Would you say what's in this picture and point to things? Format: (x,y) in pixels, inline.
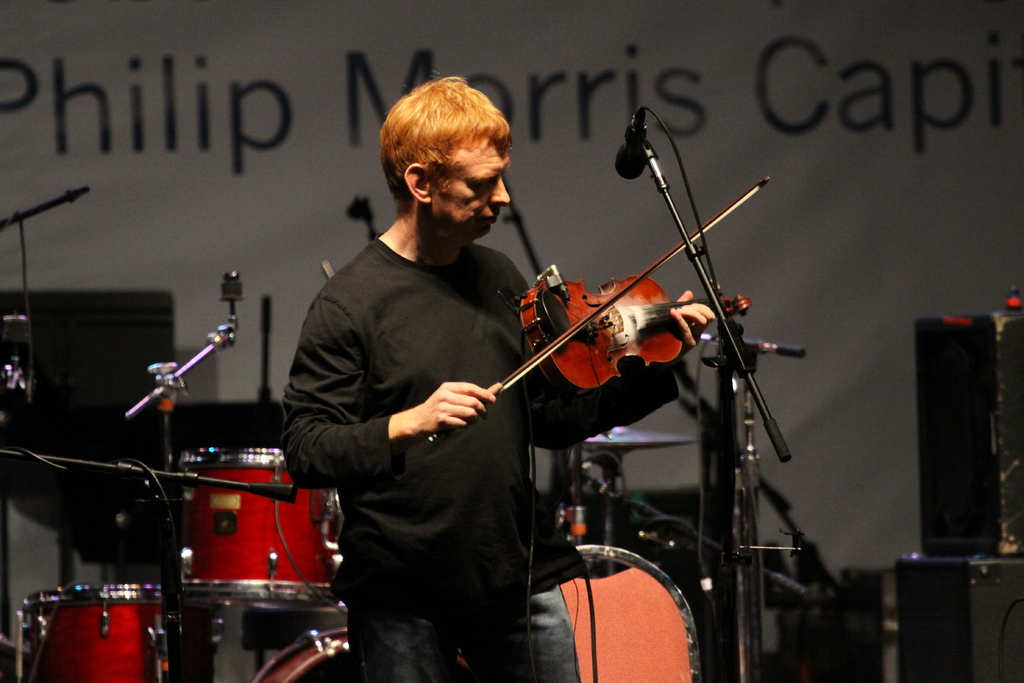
In this image, we can see a person (565,421) playing a musical instrument (647,305). We can also see some microphones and musical instruments (67,627). We can also see a black colored object (918,348) on the right (932,667). We can see the wall (945,67) with some text (794,48).
